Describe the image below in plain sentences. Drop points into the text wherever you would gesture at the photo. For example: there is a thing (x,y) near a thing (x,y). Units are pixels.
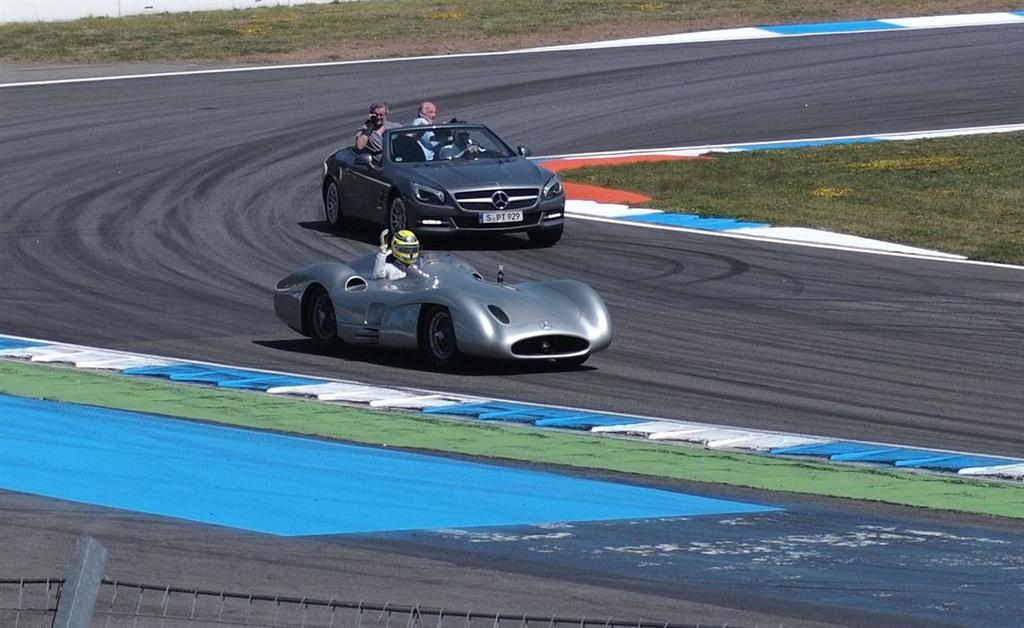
There are two cars (448,211) moving on the road (656,320). I can see three people (430,148) sitting in one car (441,152) and a person (398,255) sitting in another car (411,317). This is the grass (918,235).
